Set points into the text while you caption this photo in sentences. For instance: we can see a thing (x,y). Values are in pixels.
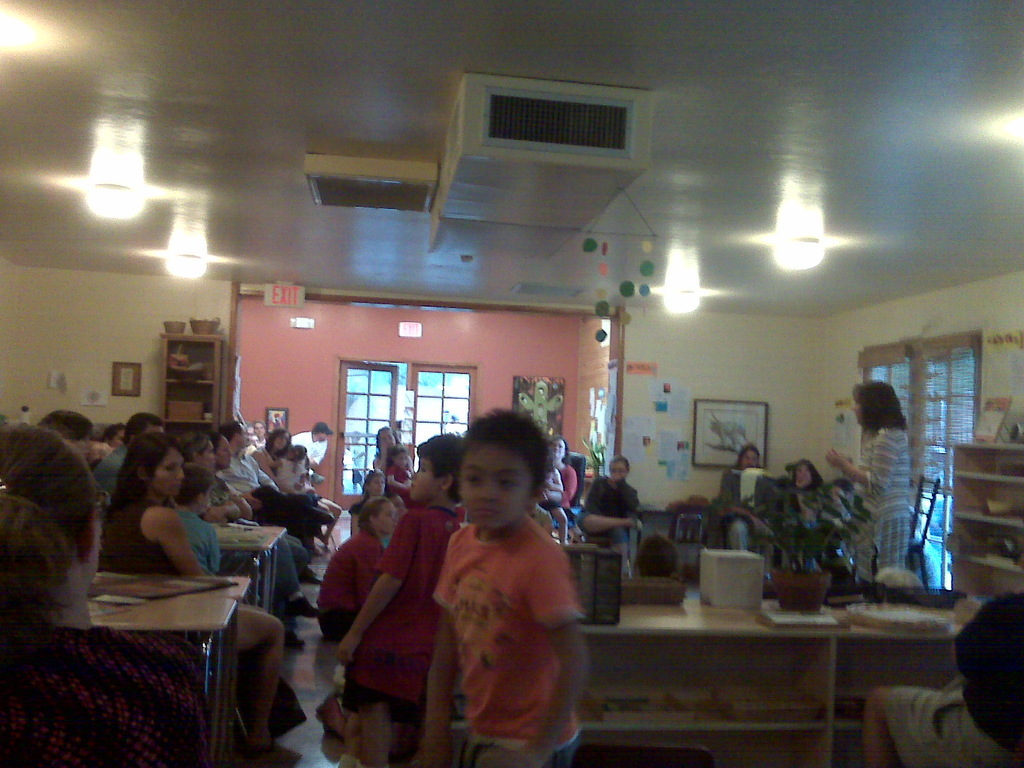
In this picture there are people (285,515) on the right (902,486) and left side of the image (315,437) and there is a window (340,467) in the center of the image (446,395), there are lights (171,247) at the top side of the image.
